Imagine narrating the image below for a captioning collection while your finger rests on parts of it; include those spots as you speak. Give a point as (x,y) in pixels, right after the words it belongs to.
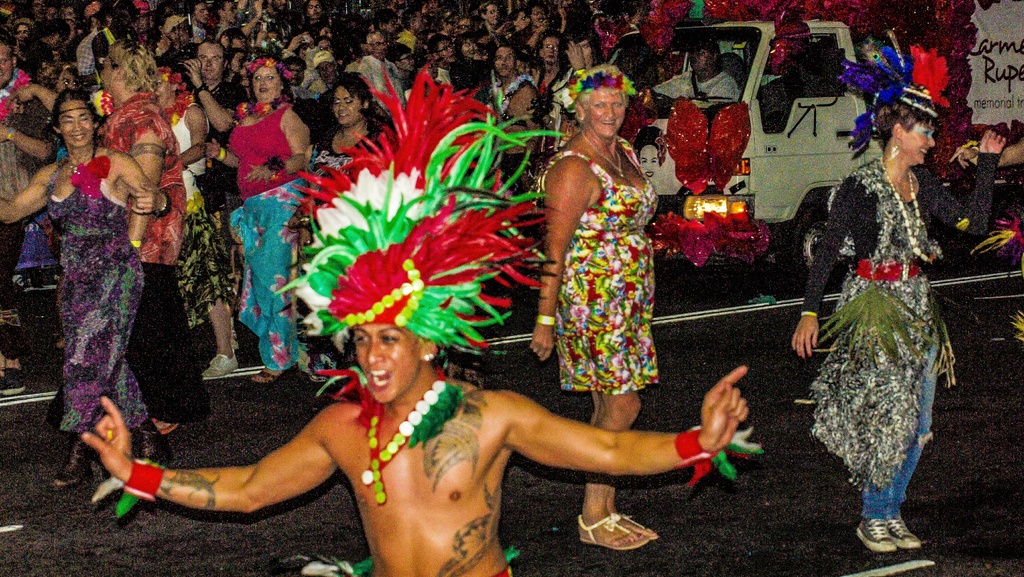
In this image we can see group of persons (127,59) wearing costumes (634,300) are standing on the ground (811,503). To the right side of the image (716,71) we can see a person (716,86) sitting inside a vehicle (707,98) parked on the ground (835,295).
